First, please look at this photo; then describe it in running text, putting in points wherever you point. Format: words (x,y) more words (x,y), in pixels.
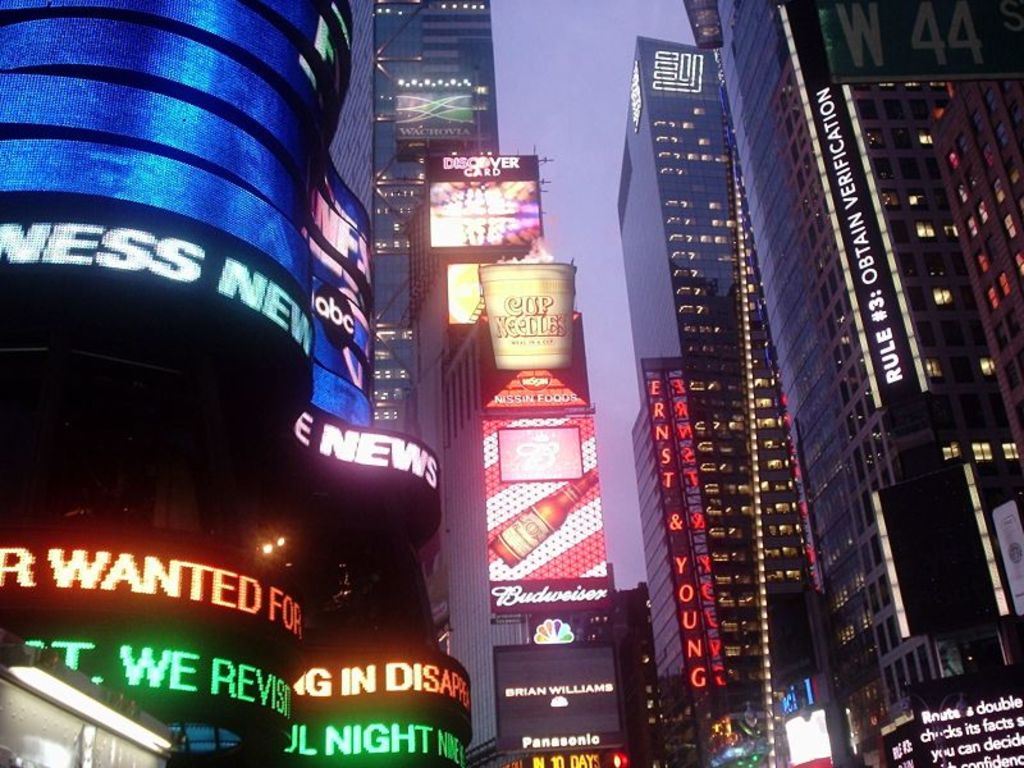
In the image there are sky scrapers (765,139) all over the place with lights (57,114) and scroll boards (224,570) and above its sky (579,129).
